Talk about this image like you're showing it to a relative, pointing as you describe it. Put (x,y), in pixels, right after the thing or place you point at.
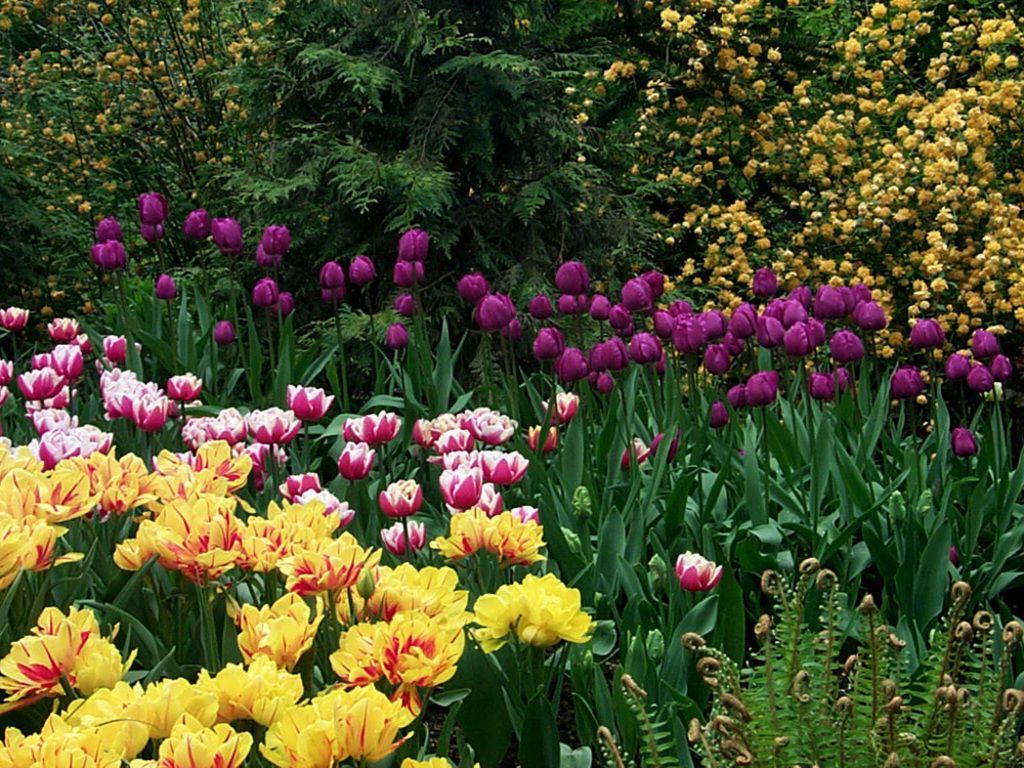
This picture consists of flower plants (634,400) in the image.
